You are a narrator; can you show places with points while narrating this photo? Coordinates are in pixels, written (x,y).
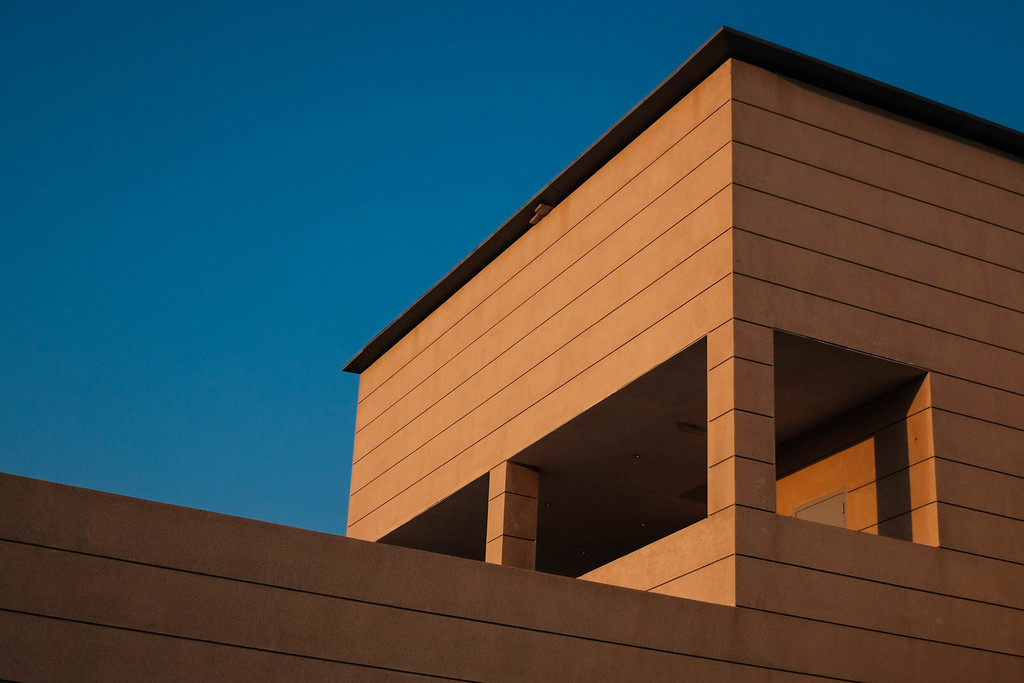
In this picture we can see a building (619,435).
